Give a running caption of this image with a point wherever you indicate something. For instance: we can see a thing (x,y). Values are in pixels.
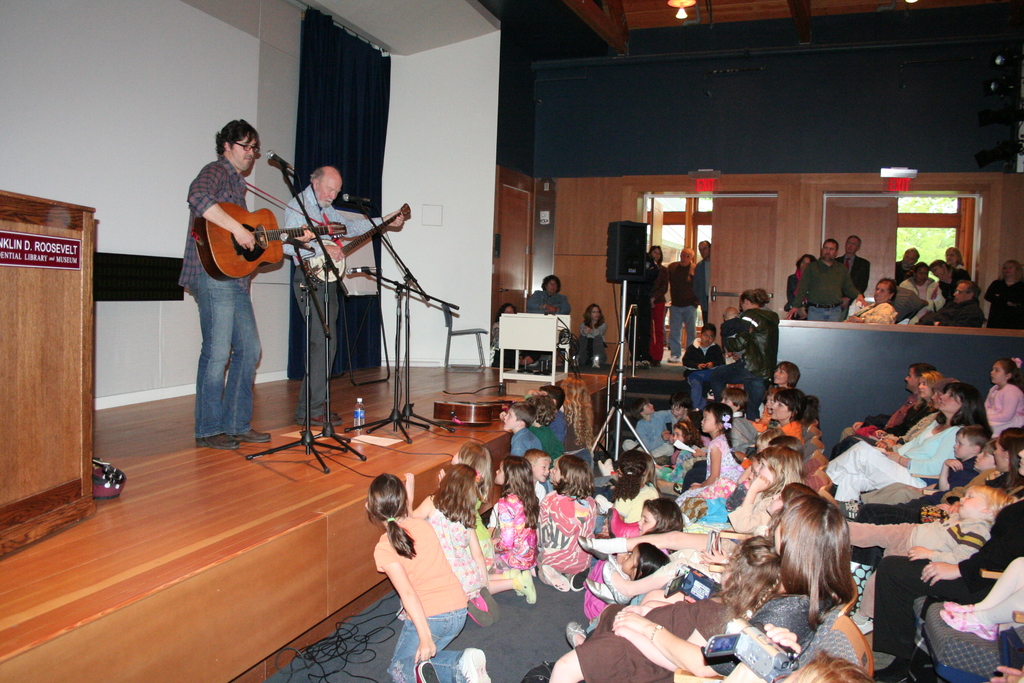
In this image I can see two people (220,352) playing the musical instruments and standing in front of the mic (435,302). To the left (46,341) there is a podium (54,392). In front of them there are group of people (639,502) sitting. In the back (658,287) there is a sound box (625,280) and few people (838,312) are standing at the doors (743,254). I can see a white color desk (556,349).
